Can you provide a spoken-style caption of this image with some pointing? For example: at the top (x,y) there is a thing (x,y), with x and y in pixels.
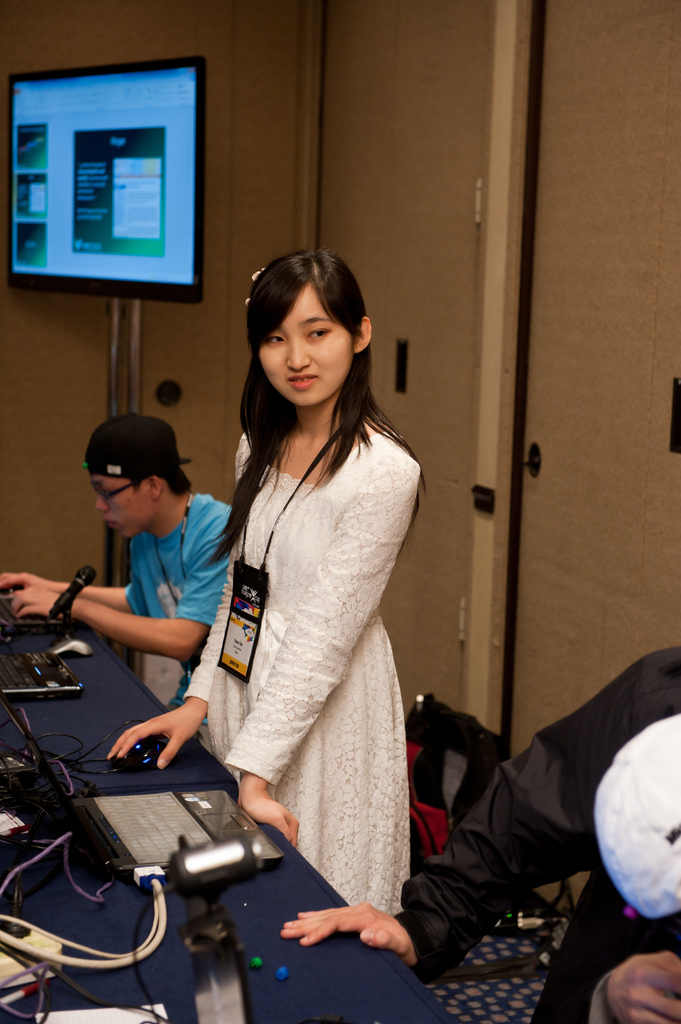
In the middle of the image (340,674) we can see a woman (300,500) wearing white dress (297,657) and id card (245,597) is standing in front of a table (91,763) holding a mouse (119,763) in her hand (162,764). To the right side of the image (610,728) we can see a person (651,940) standing. On the table (336,950) we can see a microphone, laptops (159,815), mouse (74,648). In the background (165,479) we can see a person (174,475) wearing cap (144,473) and spectacles (122,490) is sitting and a television (147,223) on the stand (137,358).
